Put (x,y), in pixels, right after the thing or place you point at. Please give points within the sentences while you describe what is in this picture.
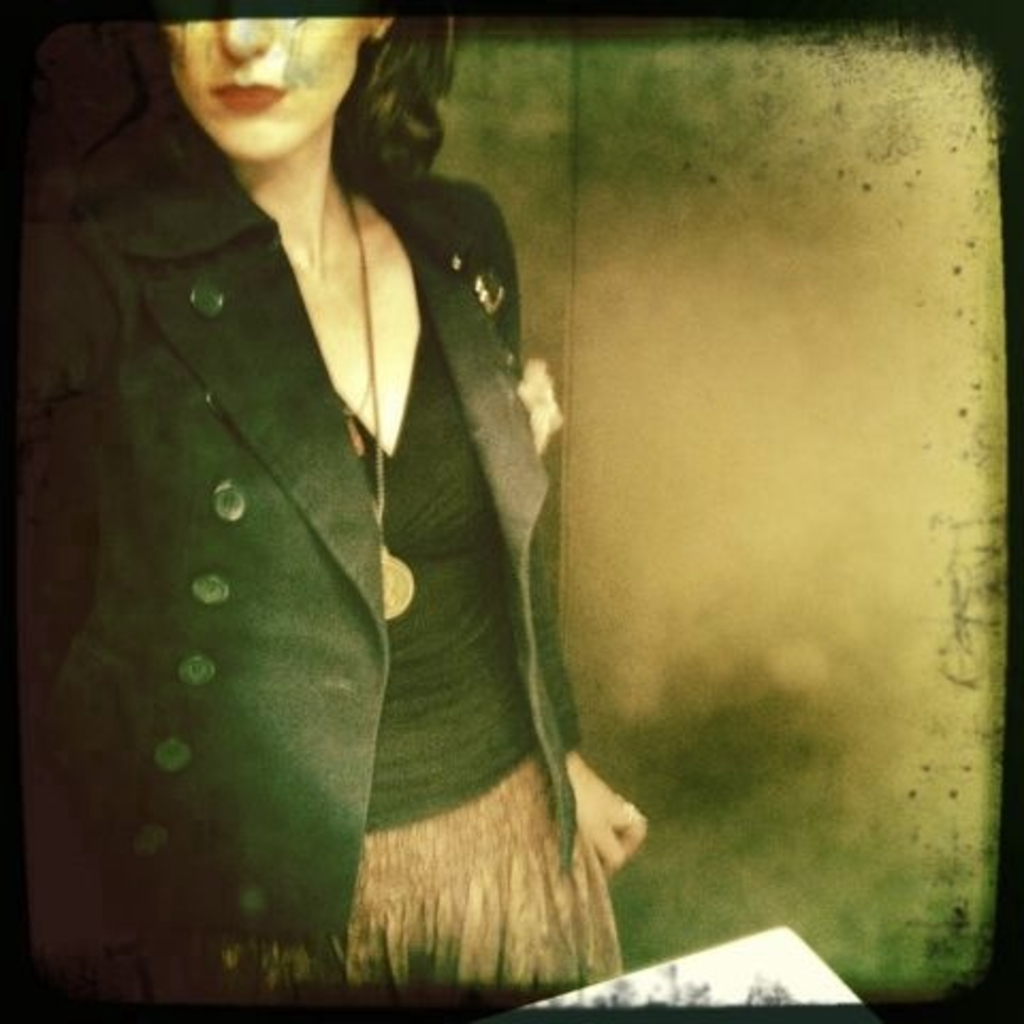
In the image we can see a screen (489,405), in it we can see a woman (310,593) wearing clothes (221,573) and neck chain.
